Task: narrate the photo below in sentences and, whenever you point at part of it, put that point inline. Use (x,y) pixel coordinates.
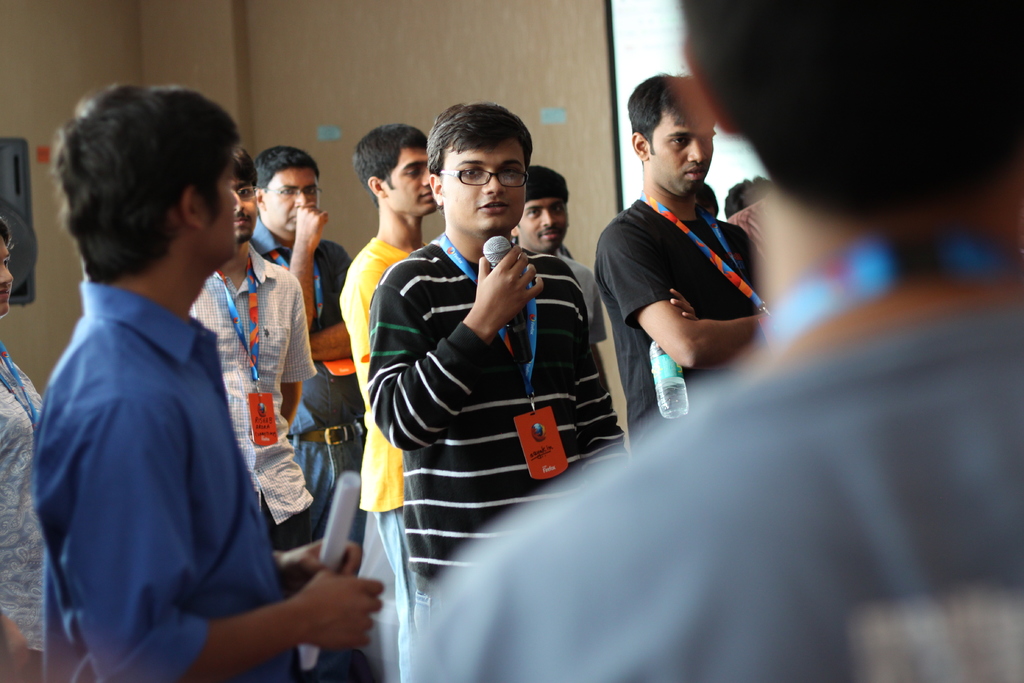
In this image we can see few people (220,418) standing, a person (501,298) is holding a mic (525,347), a person (678,334) is holding a bottle (672,385), a person (345,554) is holding a paper (352,502) and there is a wall (39,209) with few objects (27,147) in the background (17,168).
